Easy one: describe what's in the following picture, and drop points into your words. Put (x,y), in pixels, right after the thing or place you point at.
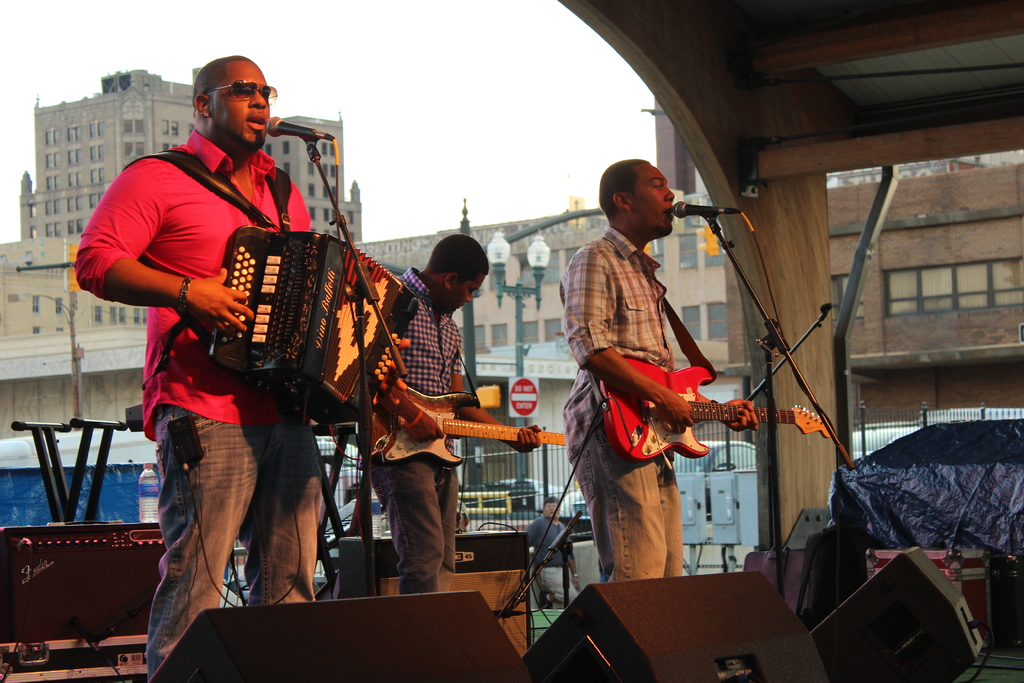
In this image, there are some peoples (232,435) standing and holding some music instruments (334,351) and there are some microphones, In the right side (776,121) there is a wooden block (757,104) made up of wood (785,196) and in the background (964,216) there is a wall (956,329) of brown color.
